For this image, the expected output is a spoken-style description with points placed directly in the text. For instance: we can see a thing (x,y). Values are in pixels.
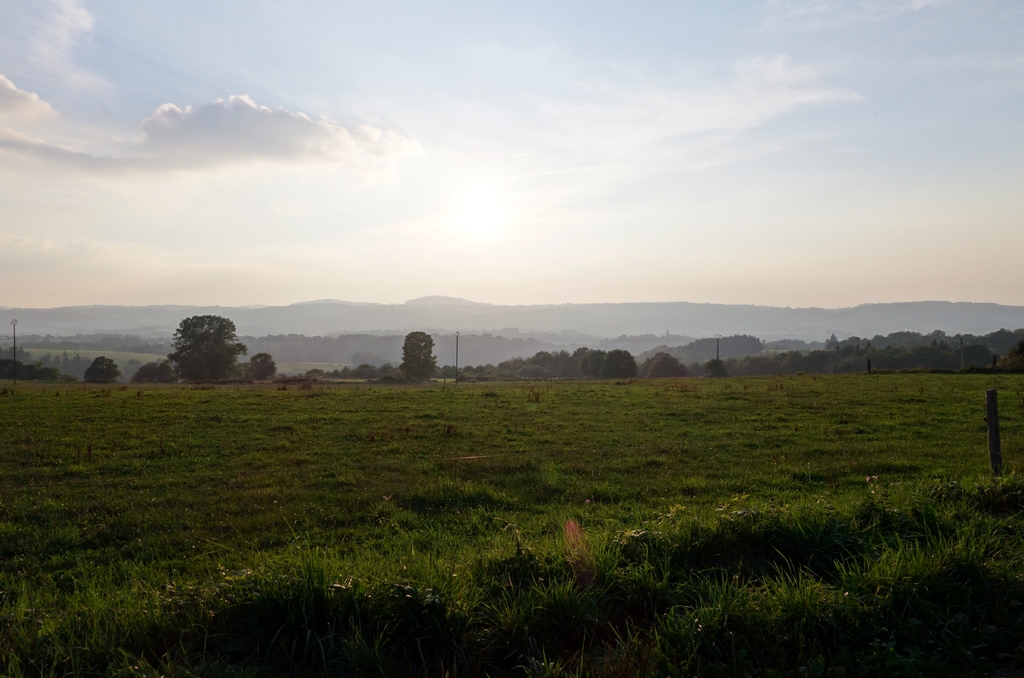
In this image, there are trees (148,369), grass (872,381), poles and hills (486,318). In the background (422,167), there is the sky (556,135).
